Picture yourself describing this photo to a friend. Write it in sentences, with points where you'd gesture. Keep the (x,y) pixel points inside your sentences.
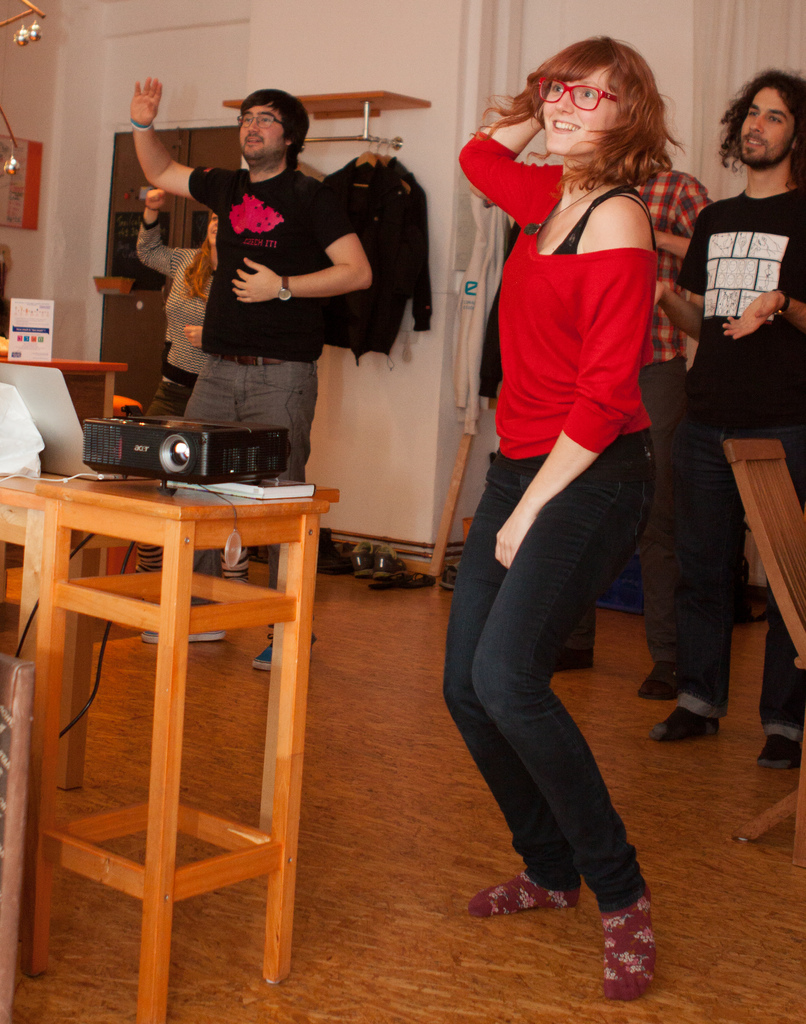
In this image I can see the group of people (572,333) with different color dresses (291,333). I can see two people (548,399) with the specs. In-front of these people (524,395) I can see the projector (168,447) and board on the table (88,493). In the background (382,201) there are clothes (396,201) to the hanger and the frame (5,184) to the wall (31,72).
